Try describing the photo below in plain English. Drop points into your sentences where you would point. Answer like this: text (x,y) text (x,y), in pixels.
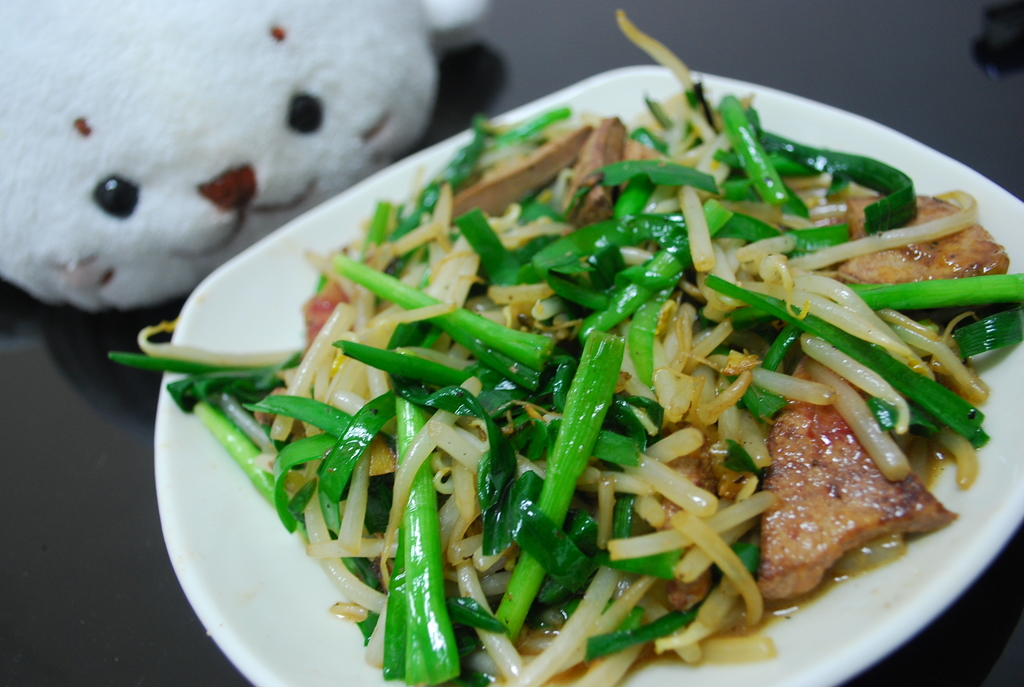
In this picture we can see plate (295,276) with food (373,253) and doll (50,260) on the platform (89,474).
